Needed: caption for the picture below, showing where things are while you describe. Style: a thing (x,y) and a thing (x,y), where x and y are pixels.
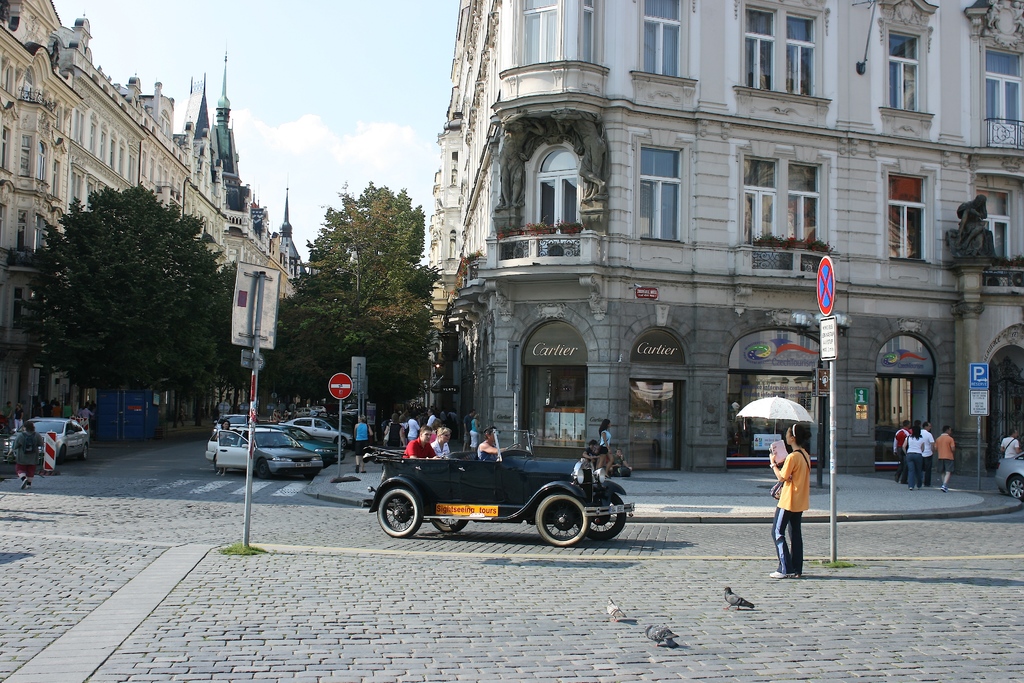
In this image we can see a few buildings (70,394), there are some trees (110,287), vehicles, poles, boards (971,410), people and windows (992,58), in the background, we can see the sky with clouds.
